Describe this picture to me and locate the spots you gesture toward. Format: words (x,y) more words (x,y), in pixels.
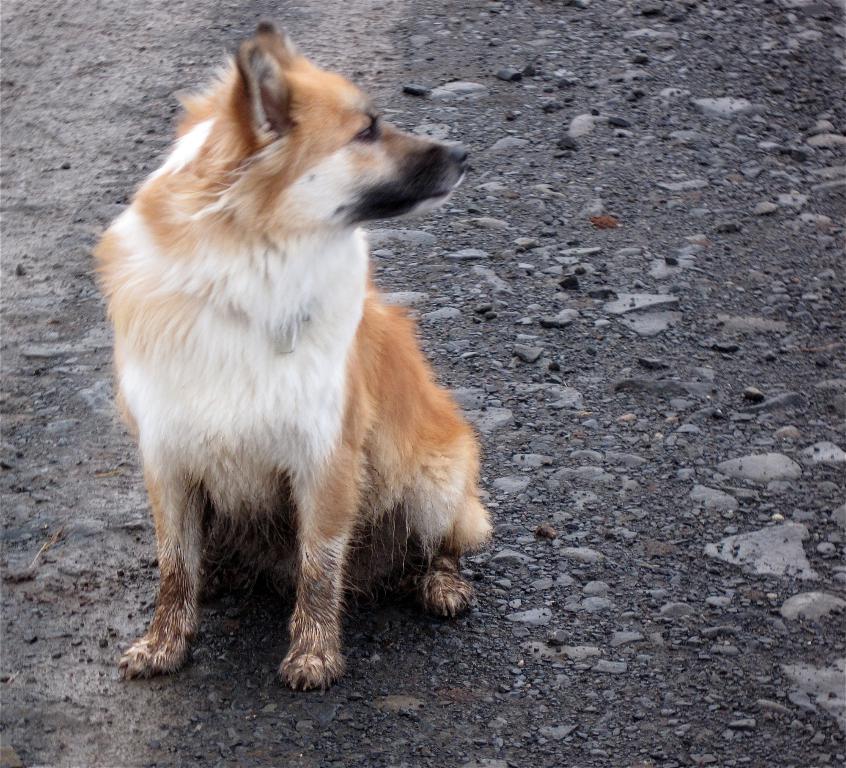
In the picture I can see a dog (228,381) is sitting on the road (613,356). Here I can see the mud (56,624) and the small stones (572,369) on the road (568,371).
